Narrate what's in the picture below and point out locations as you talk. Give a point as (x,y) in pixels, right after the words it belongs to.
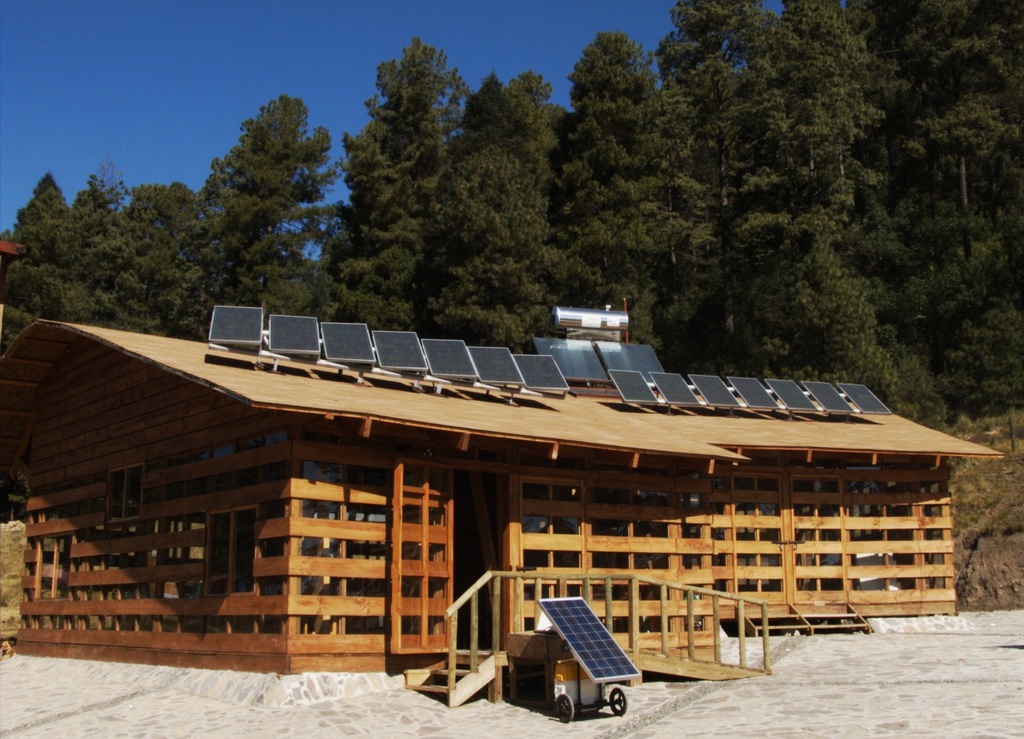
In this picture I can see a wooden house (517,504) on which I can see some objects (518,370). In the background (463,297) I can see trees (416,215) and the sky (152,132). Here I can see steps (491,653) and some other object (573,691) on the ground (494,715).
